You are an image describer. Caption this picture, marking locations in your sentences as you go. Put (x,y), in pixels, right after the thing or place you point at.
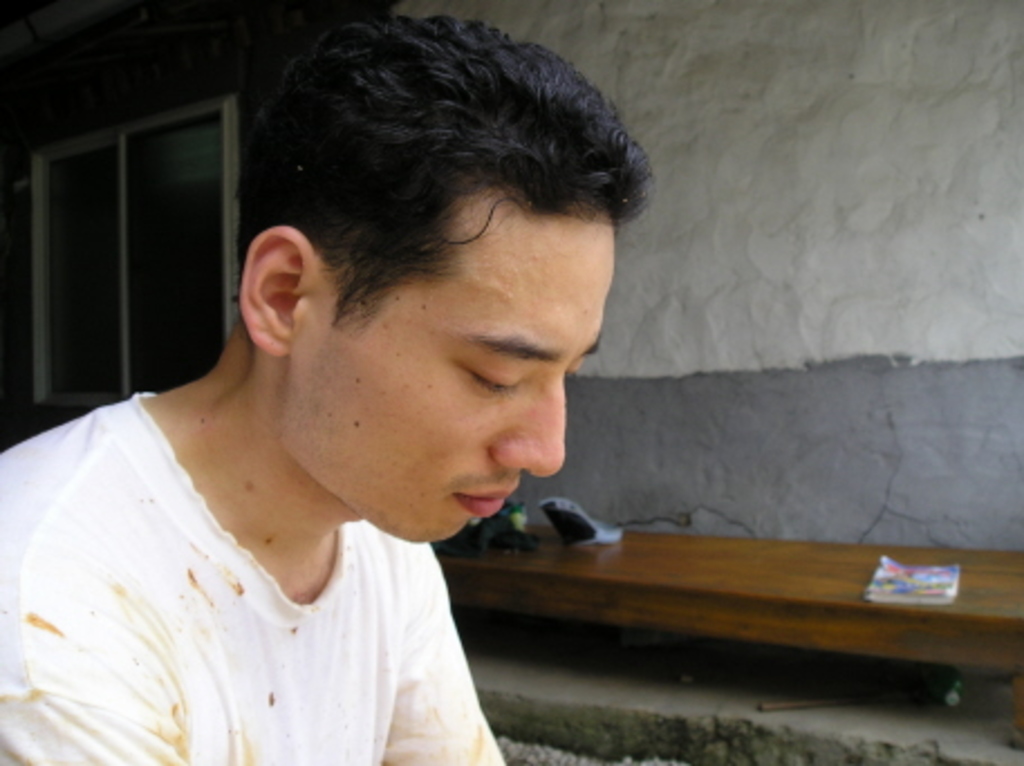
In this picture there is a boy (97,646) at the left side of the image (133,472) and there is a bench (880,640) at the right side of the image (894,638), there is a window (33,220) behind the boy (260,276) at the left side of the image (203,228).
